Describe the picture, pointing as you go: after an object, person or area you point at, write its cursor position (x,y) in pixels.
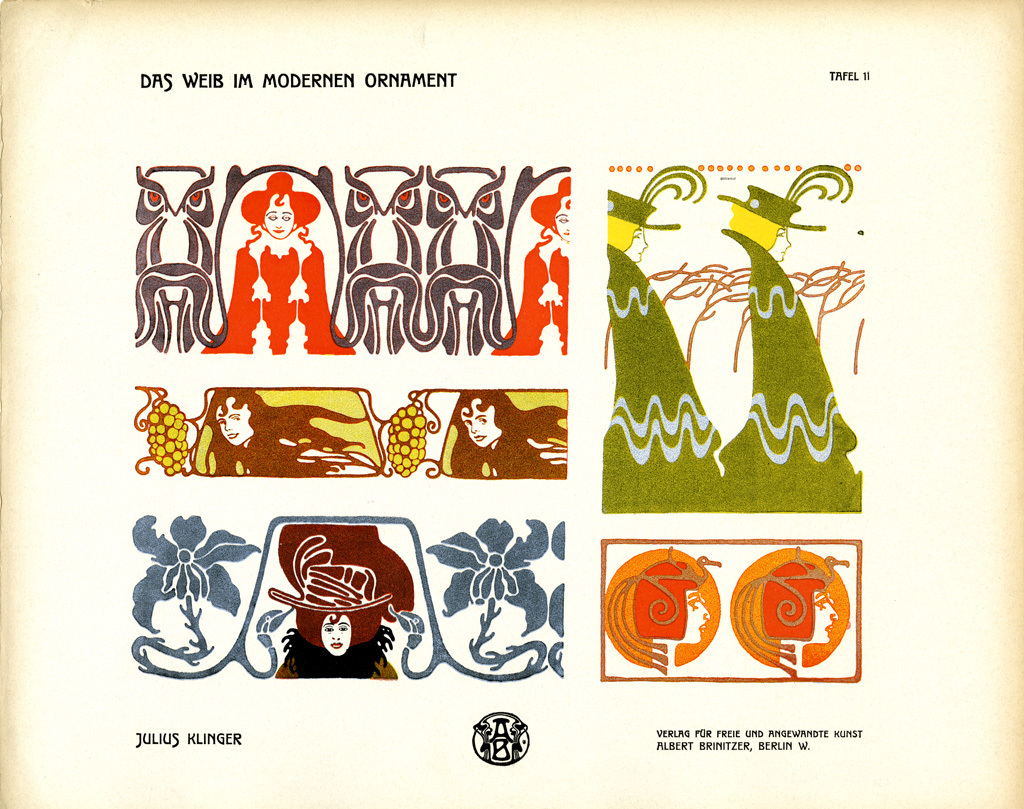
In this image we can see there is a poster (320,491). On the poster (233,534) there are some images (215,539) and text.
